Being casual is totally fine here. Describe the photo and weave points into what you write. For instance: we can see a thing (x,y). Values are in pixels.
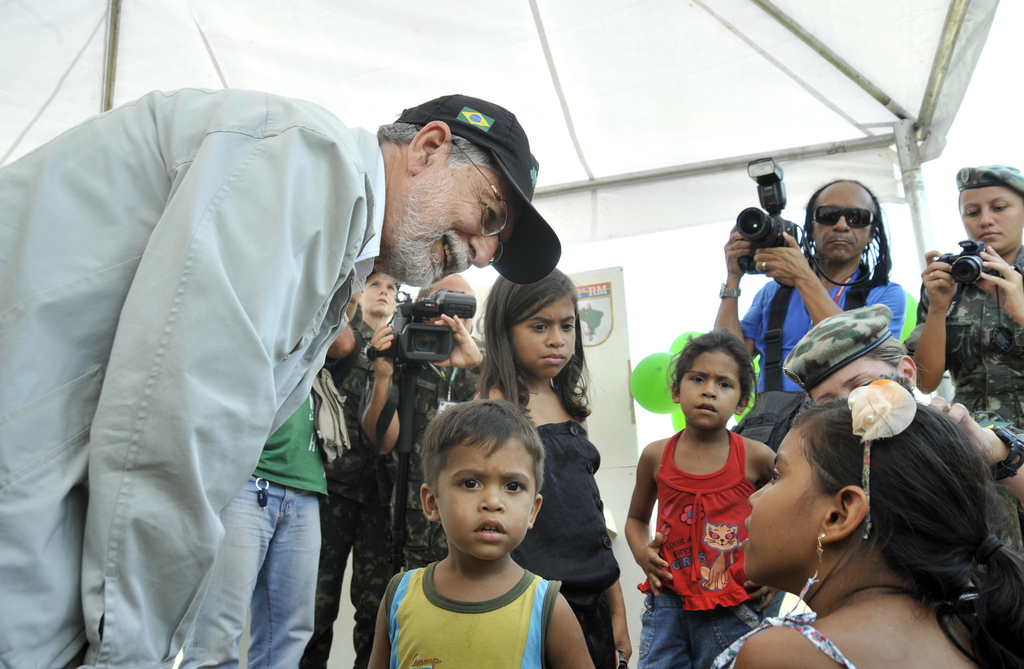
In this picture I can see a man (415,264) standing and smiling, there are kids (463,645) standing, and in the background (1023,321) there are group of people (996,181) standing and holding the cameras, there is a canopy tent (909,56) and a board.
